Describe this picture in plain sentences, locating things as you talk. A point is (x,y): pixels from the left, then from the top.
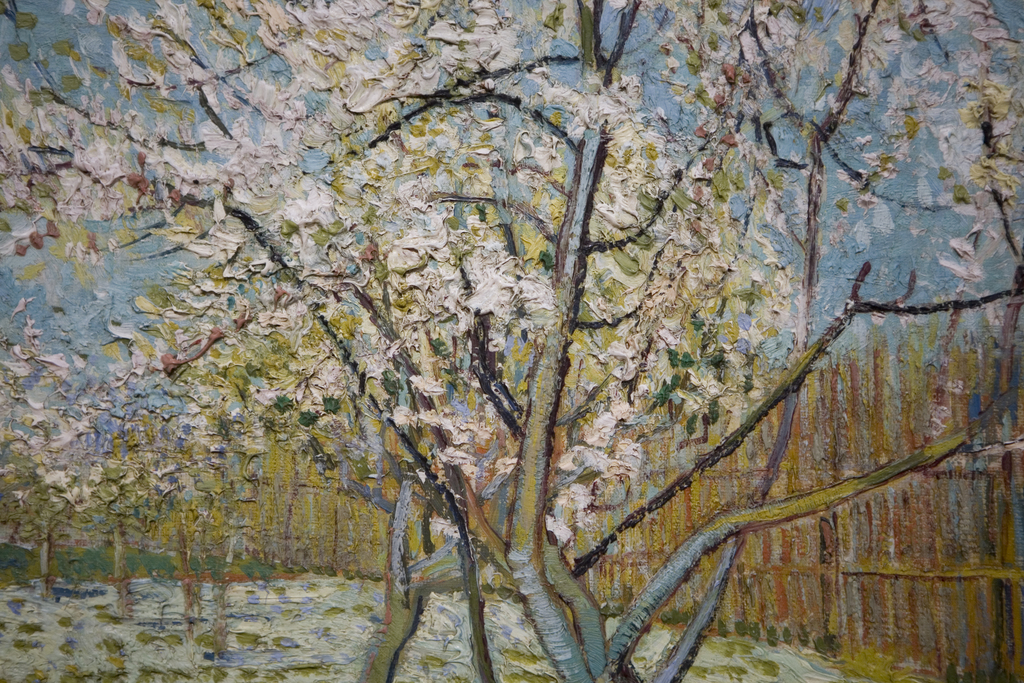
This image consists of a paper (682,623) with a painting (93,298) on it.
